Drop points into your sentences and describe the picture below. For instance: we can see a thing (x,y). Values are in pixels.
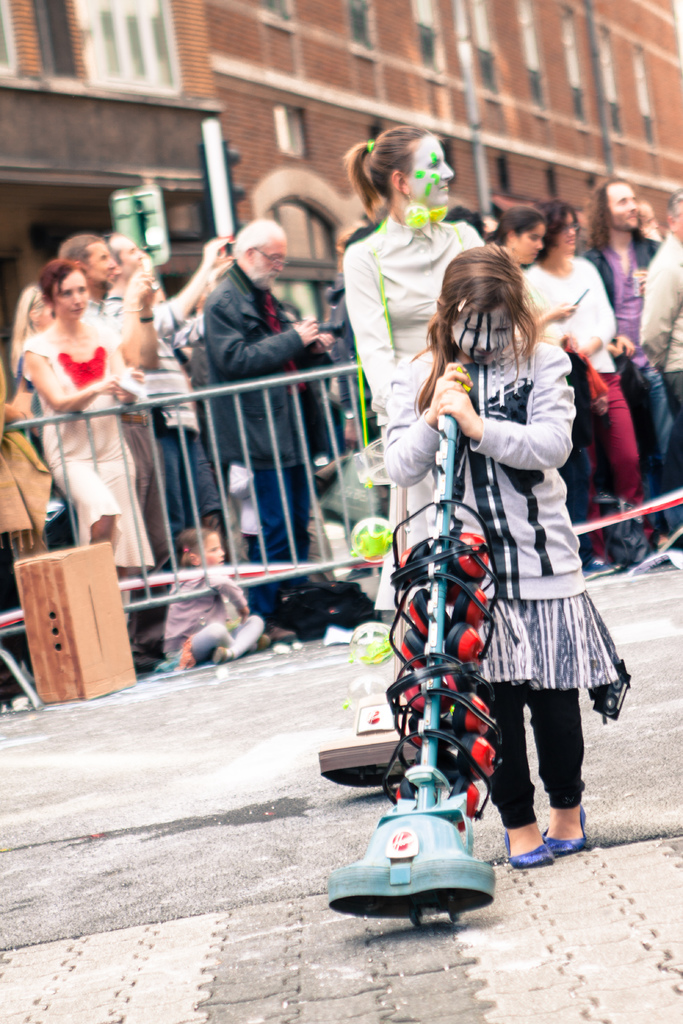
In this image I can see few people (434,261) are standing. I can see most of them are wearing jackets (428,369). In the background (70,176) I can see a building (423,116), number of windows (165,20) and here I can see she is holding an equipment (486,647).
